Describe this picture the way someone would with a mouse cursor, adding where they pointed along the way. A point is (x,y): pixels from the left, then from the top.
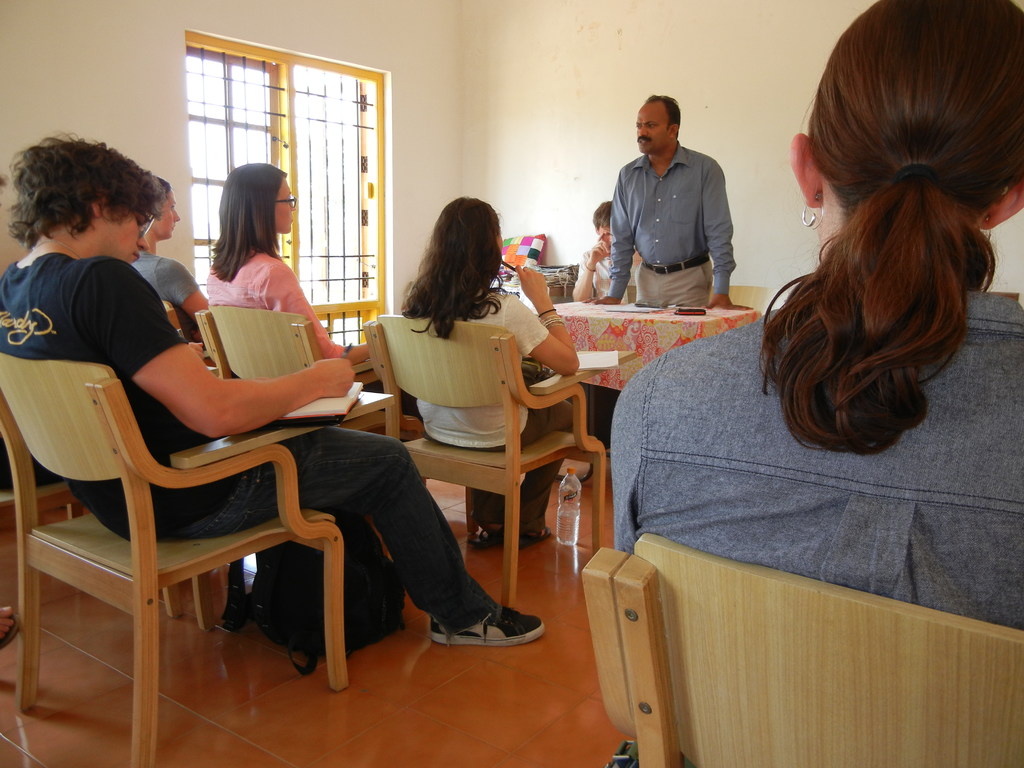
In this picture there are group of people (455,245) sitting in the chair (74,399), another group of people (537,504) sitting in the chair (515,463) and a man (668,126) standing near the table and at the back ground (194,98) we have a window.
